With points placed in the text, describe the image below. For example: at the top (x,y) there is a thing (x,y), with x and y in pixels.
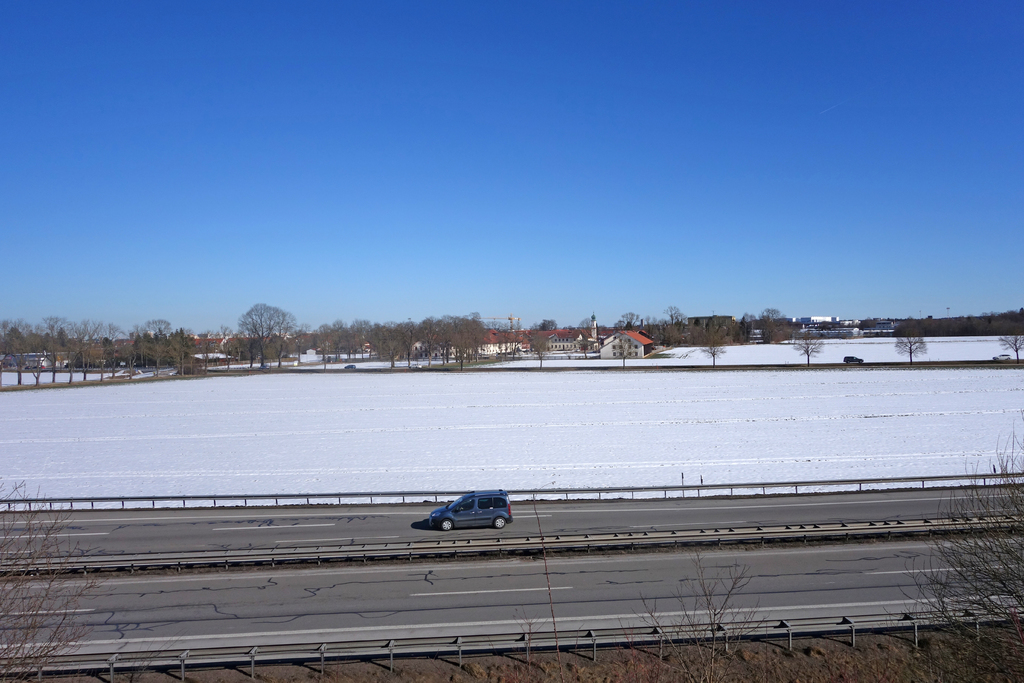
In this image I can see a car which is in gray color. Background I can see the snow (336,444) in white color, few houses (633,345) in white color, trees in brown color and the sky (324,165) is in blue color.
